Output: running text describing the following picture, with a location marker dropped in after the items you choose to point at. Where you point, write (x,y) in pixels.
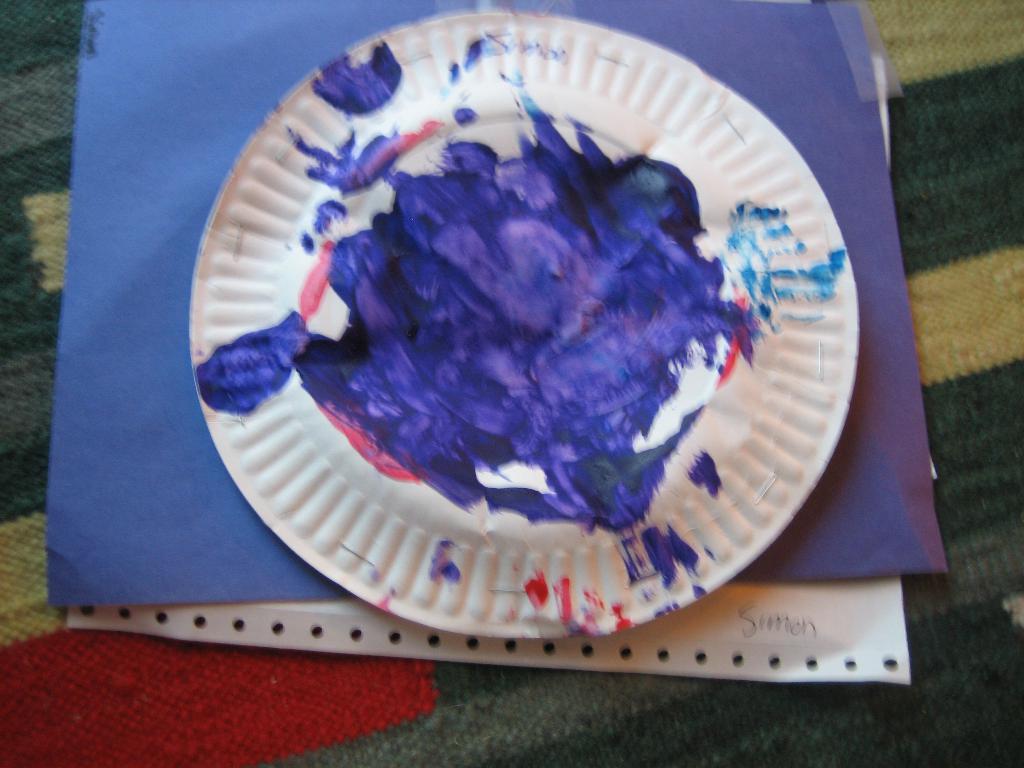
The picture consists of a blanket (1012,130), on the blanket (994,754) we can see papers (308,620) and blue color on a white color plate (494,466).
